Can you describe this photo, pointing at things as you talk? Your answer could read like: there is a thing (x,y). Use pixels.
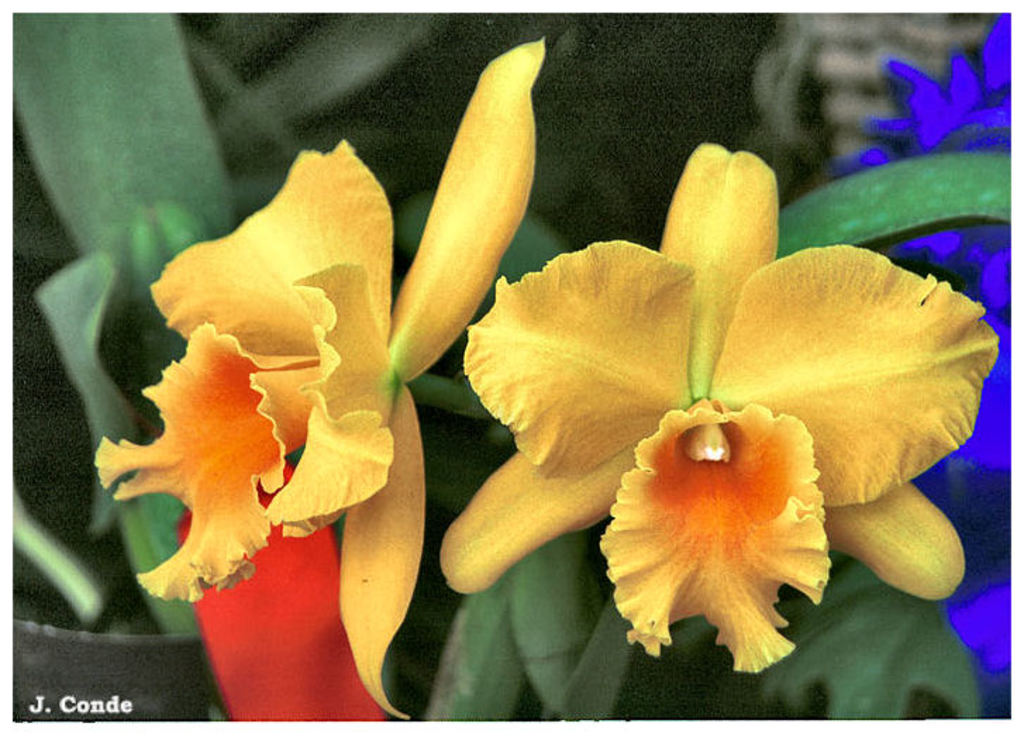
In this image we can see flowers (207,278), plants (16,68), and the background (36,640) is blurred, also we can see the text (113,699) on the image.
